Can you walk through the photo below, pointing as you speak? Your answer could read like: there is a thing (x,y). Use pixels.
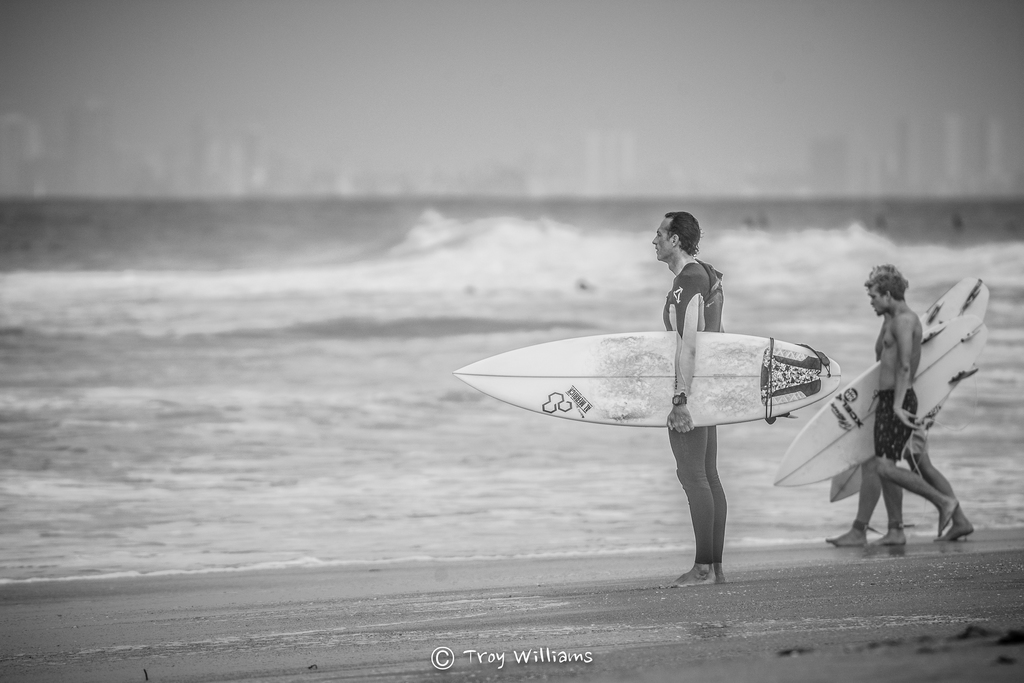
The image is taken in the beach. On the right side (689,416) there is a man (679,389) standing and holding a surfboard (632,400) in his hand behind him there are two people (880,472) walking. In the background (374,278) there is water (446,279) and a sky (380,55).
